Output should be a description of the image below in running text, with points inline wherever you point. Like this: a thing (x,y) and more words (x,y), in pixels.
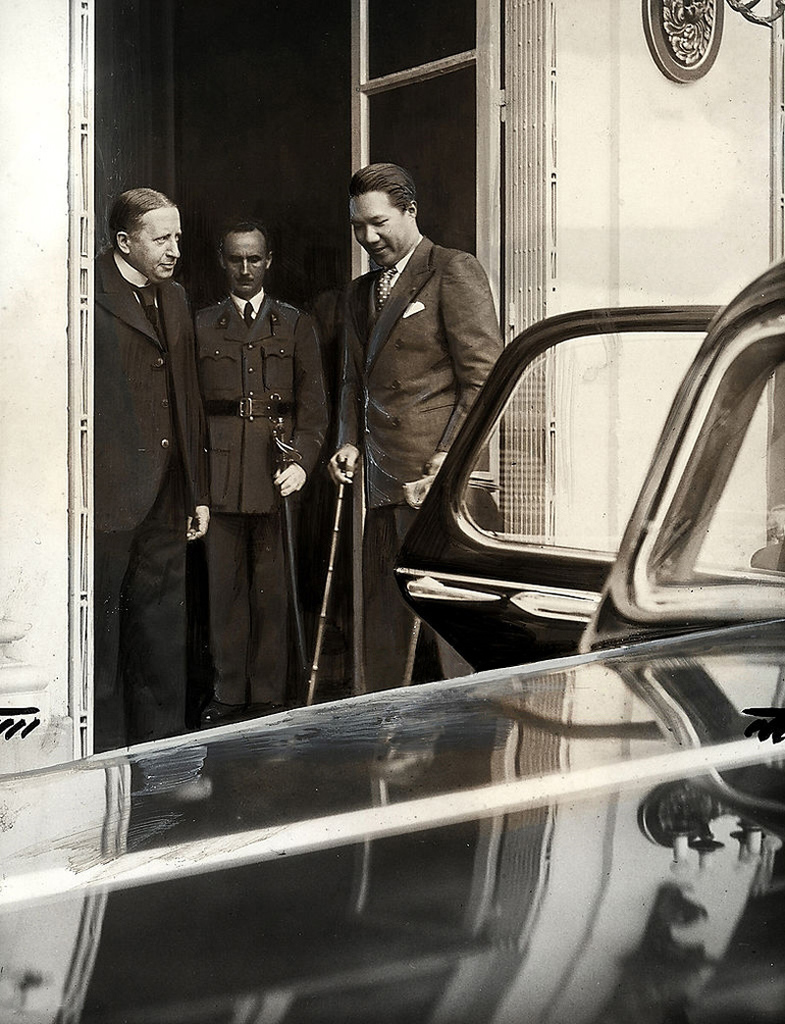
This is a black and white image. In this image we can see there are three persons (200,352) standing in front of the door (217,194) of a building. In the foreground of the image (320,725) there is a car (271,784).
